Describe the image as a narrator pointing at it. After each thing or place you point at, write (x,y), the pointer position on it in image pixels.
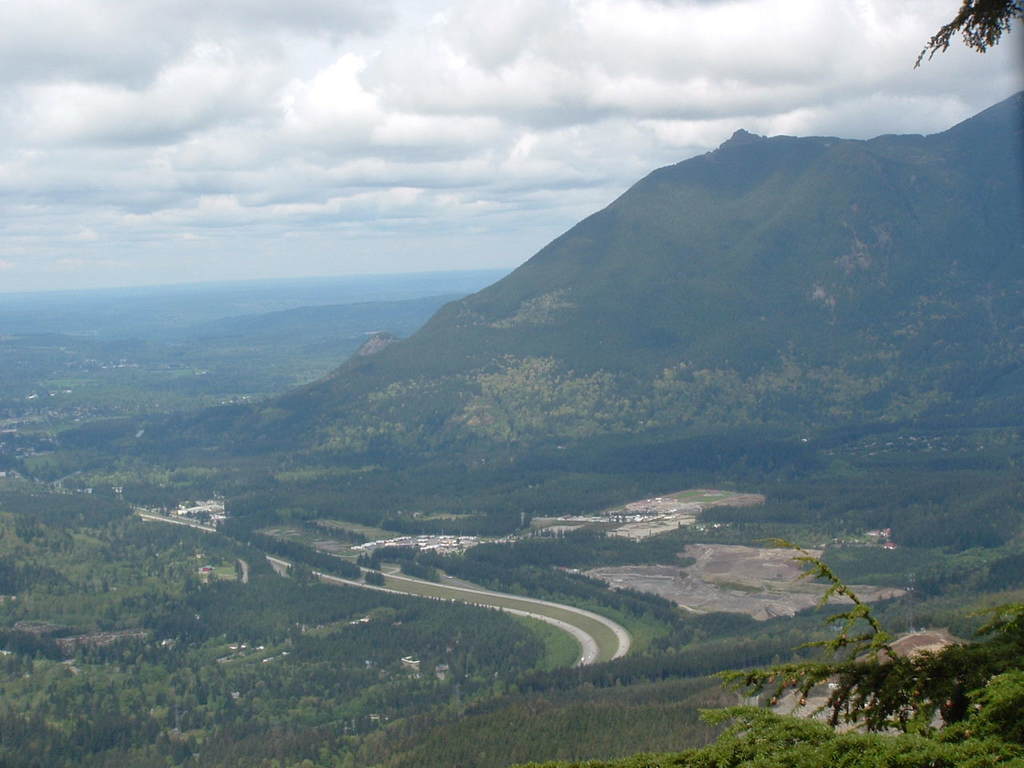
In this image I can see trees (523,479), plants (600,550), hills (752,338) and in the background (319,160) there is sky (235,156).
